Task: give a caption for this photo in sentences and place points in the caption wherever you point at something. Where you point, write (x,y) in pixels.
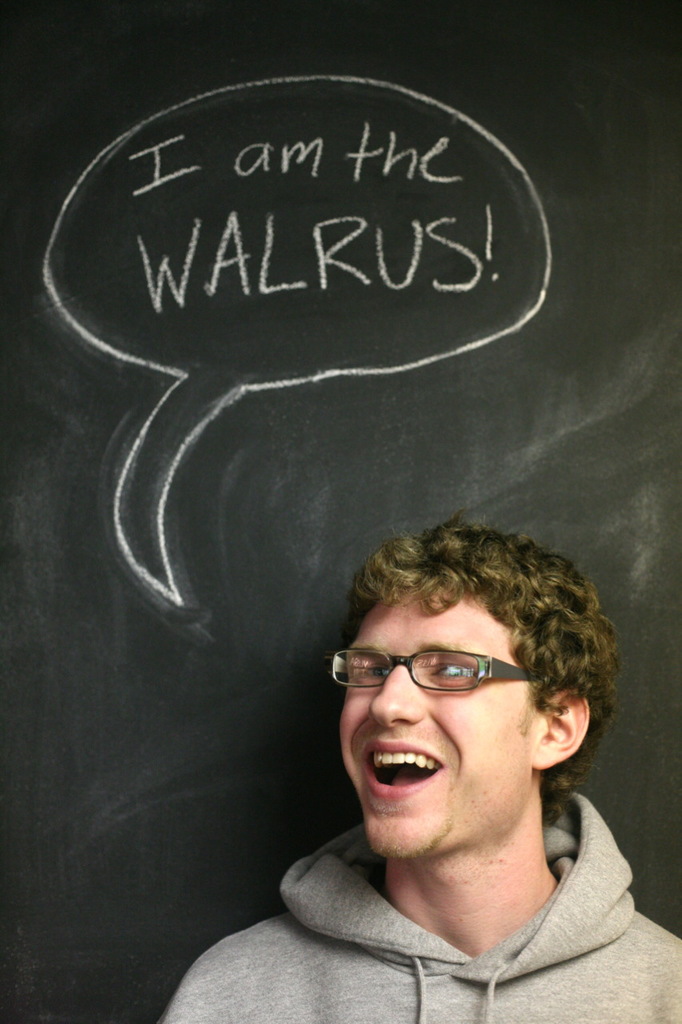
In this image I can see a person (439,926) wearing a gray color jacket (536,973) and wearing a spectacle (521,671), he is smiling standing in front of the black color board (543,357), on the board (570,225) I can see text (446,263).
